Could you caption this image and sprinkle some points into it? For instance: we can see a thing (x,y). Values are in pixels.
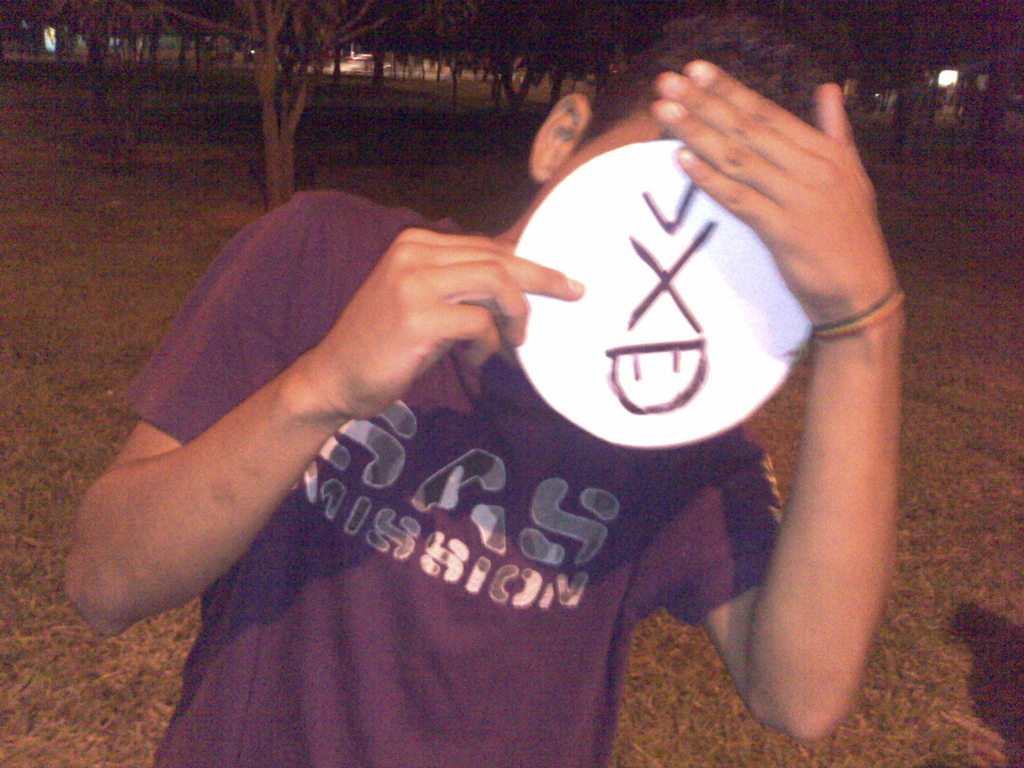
In this picture we can see a circular object (629,156). On this circular object (596,365), we can see some text (699,326). Some grass (106,293) is visible on the ground (96,314). We can see a few trees (594,27) and a light (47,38) in the background (600,44).
